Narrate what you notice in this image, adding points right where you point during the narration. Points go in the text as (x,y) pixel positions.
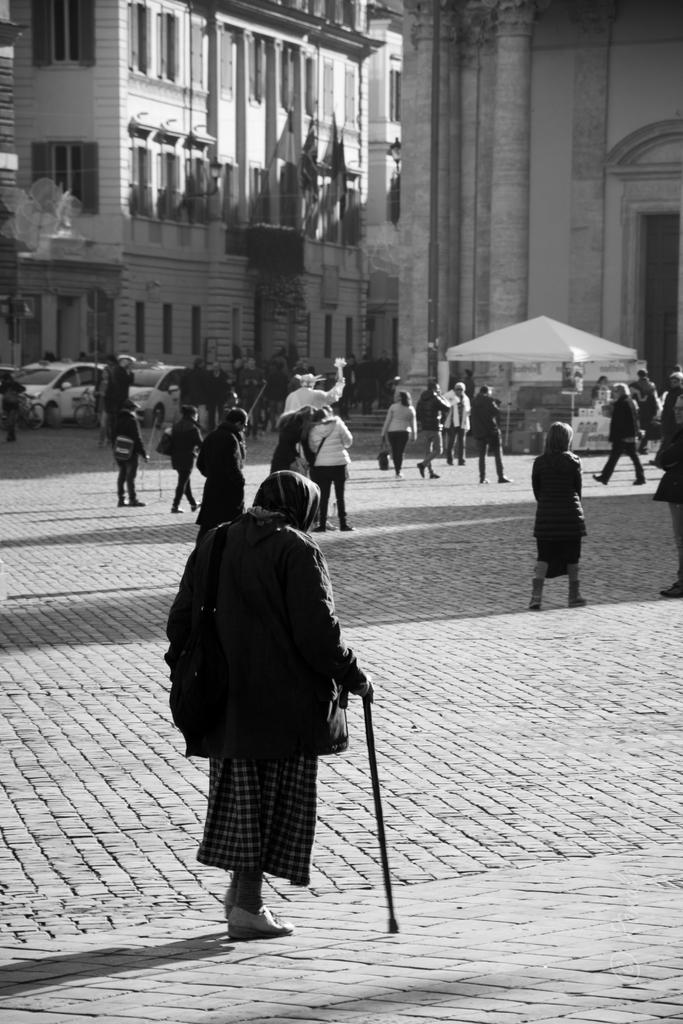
In this image we can see people (311,763), vehicles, flags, boards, and a tent (462,344). In the background (514,282) there are buildings (482,198).
